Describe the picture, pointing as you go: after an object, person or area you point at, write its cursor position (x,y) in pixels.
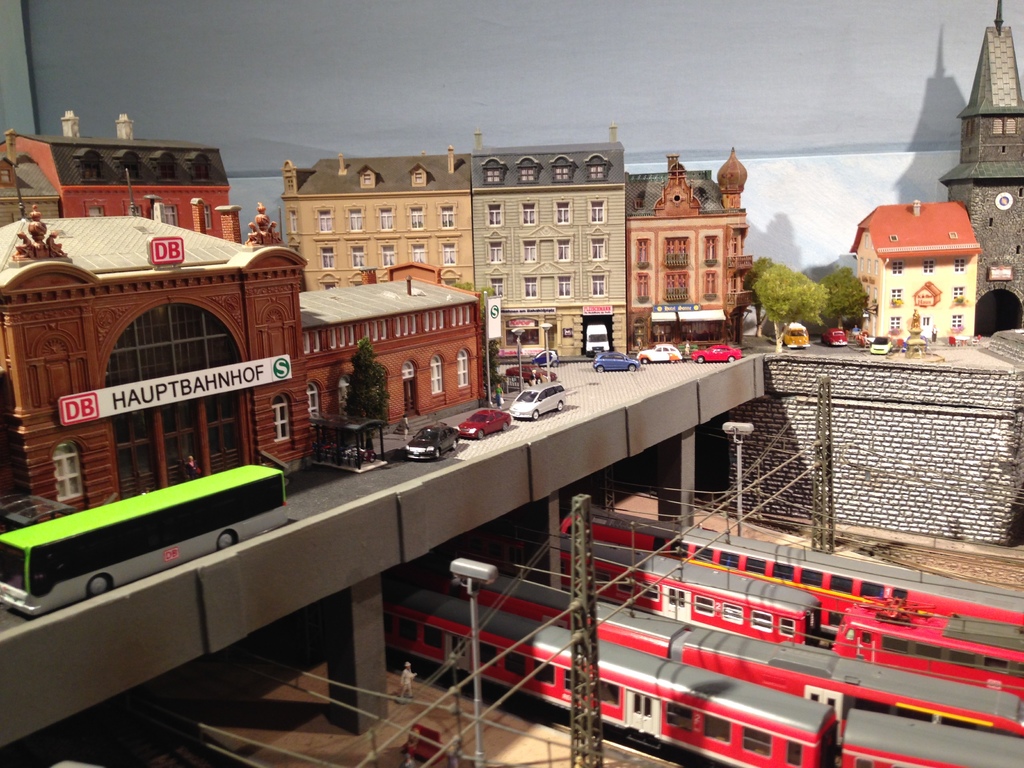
In this picture there are trains (675,650) at the bottom side of the image (663,544) and there are buildings (566,178) and cars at the top side of the image (920,251).
